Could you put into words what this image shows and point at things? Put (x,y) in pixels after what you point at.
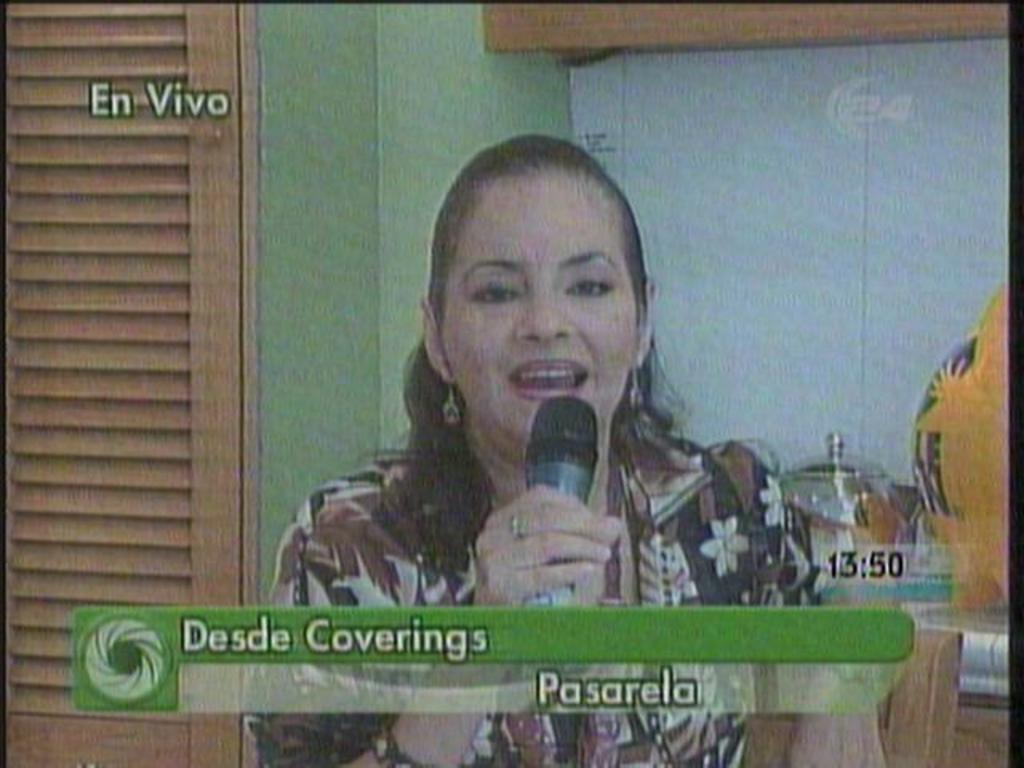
In this picture there is a woman (519,392) sitting and holding the microphone (577,451) and she is talking. At the back (970,533) there are utensils (792,495) on the table (987,617) and there is a cupboard (208,713). At the bottom (460,609) there is text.
